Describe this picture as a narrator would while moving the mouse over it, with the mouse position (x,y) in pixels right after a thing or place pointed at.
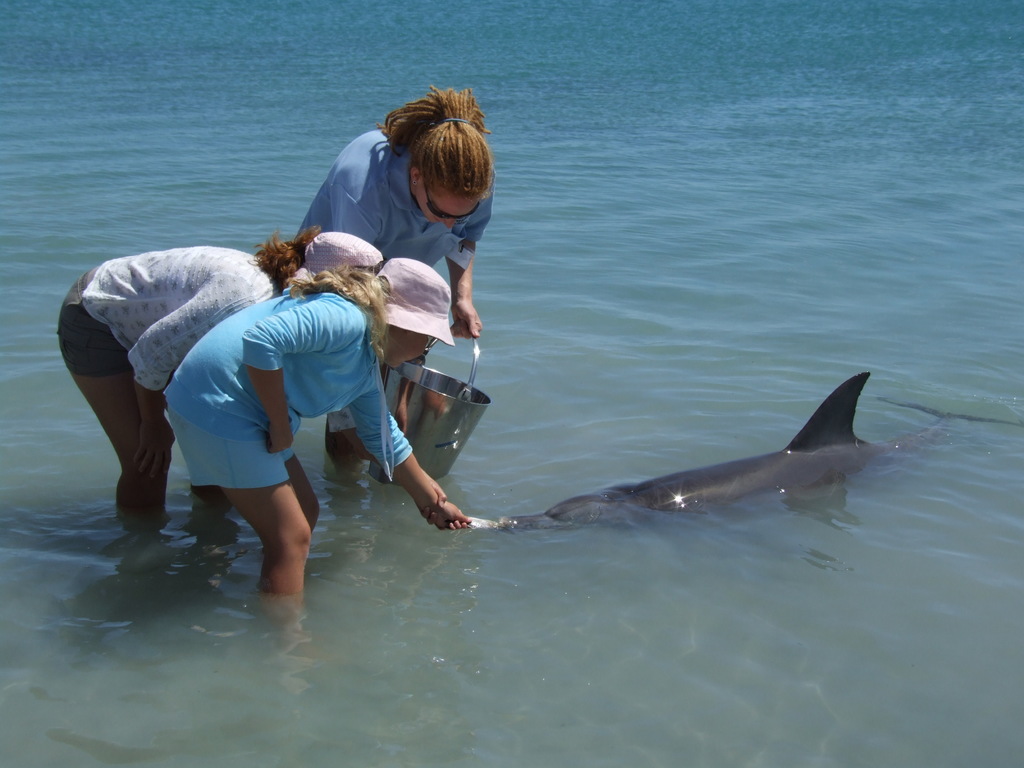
In this image i can see three people (357,253) who are feeding a dolphin (639,516) in the sea (657,416) and this woman (467,228) is holding a bucket (467,401).
